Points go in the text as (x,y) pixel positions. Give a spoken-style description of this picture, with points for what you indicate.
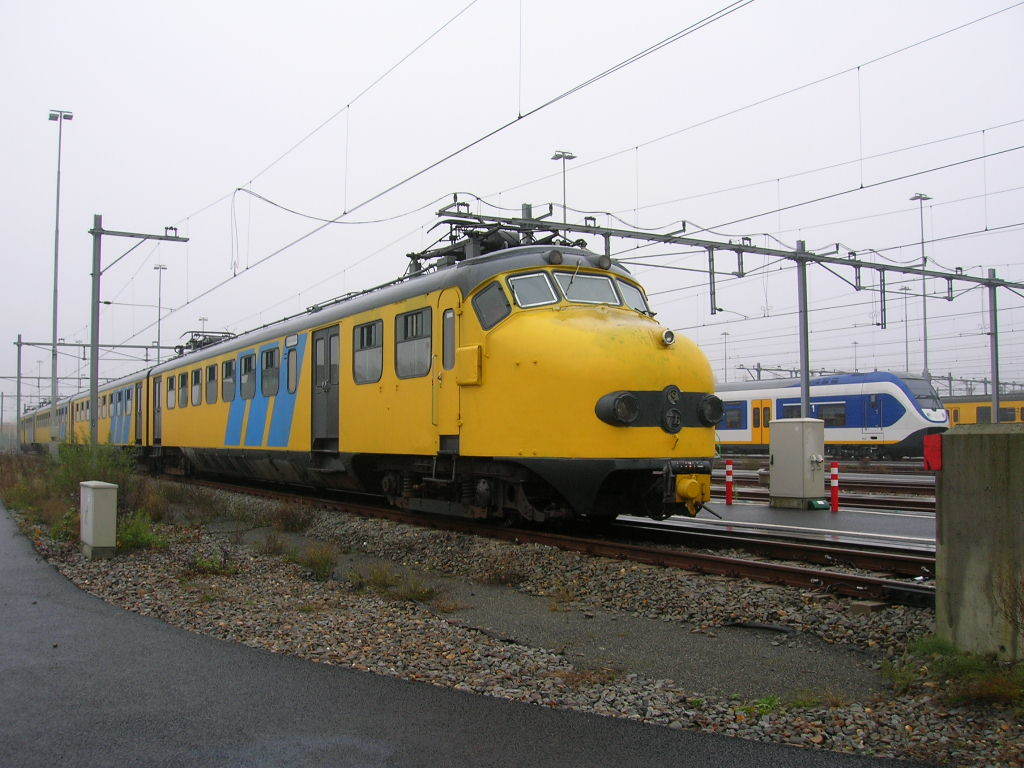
In the picture I can see trains (660,407) on railway tracks (715,543). In the background (42,329) I can see poles (97,319) which has wires (193,298) attached to them, the sky (275,193), plants (401,575) and some other objects (92,489).
